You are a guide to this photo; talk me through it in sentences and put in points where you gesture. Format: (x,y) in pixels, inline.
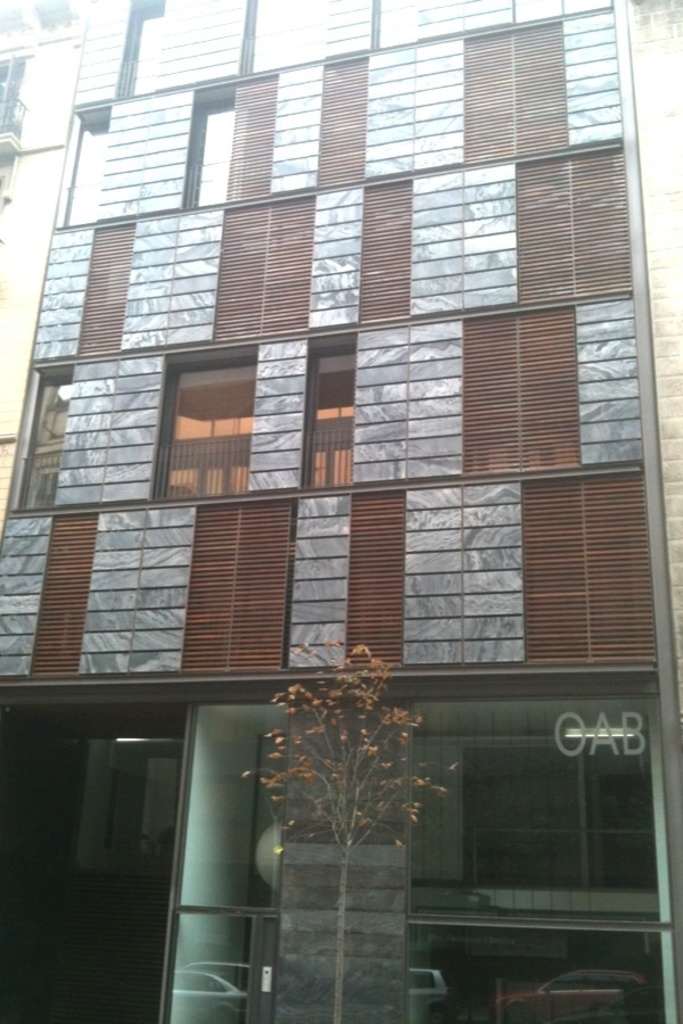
In this image I can see the building (273,426) which is brown and silver in color and in front of the building (316,406) I can see a plant (396,716) to which I can see orange colored leaves (363,648) and I can see the reflection (572,982) of few cars (543,985) on the glass (472,950).
